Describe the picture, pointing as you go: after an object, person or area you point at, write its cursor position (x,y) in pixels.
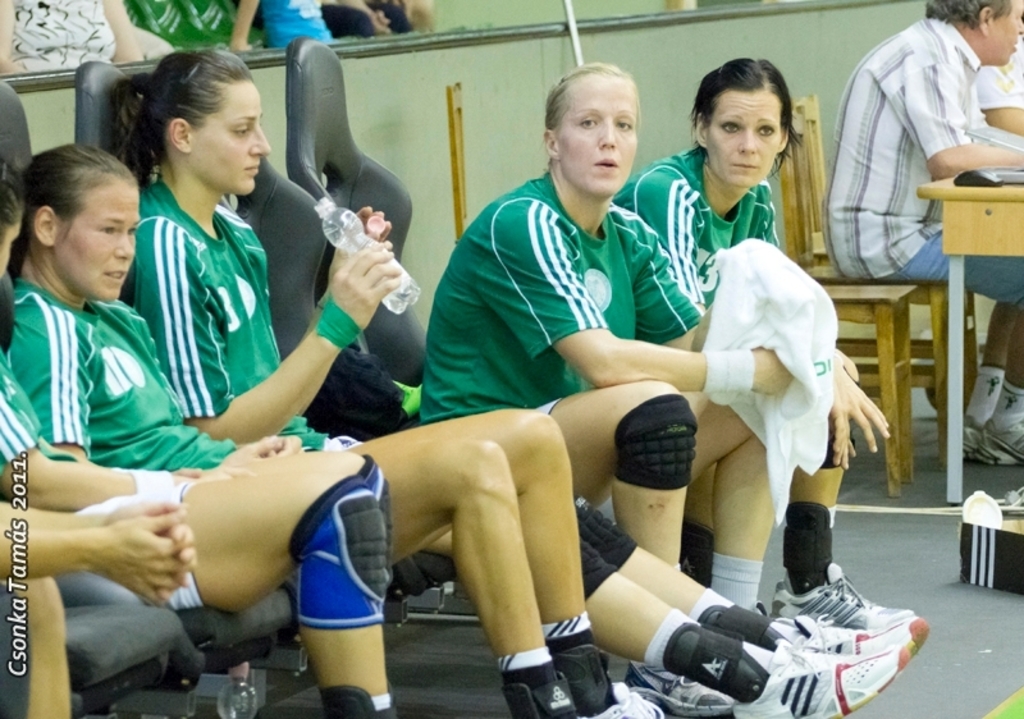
In this image I see few women (124,332) who are wearing same jersey (20,425) and I see that this woman (205,226) is holding a bottle (345,228) in her hand (367,238) and this woman (587,274) is holding a white color cloth (751,269) in her hands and I see that they are sitting on chairs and I see a man (860,180) over here who is sitting on a chair (913,287) and I see a table (961,437). In the background (765,7) I see the wall (514,142) and I see few people (47,25) over here and I see the path (886,579) and I see the watermark (24,599) over here.
